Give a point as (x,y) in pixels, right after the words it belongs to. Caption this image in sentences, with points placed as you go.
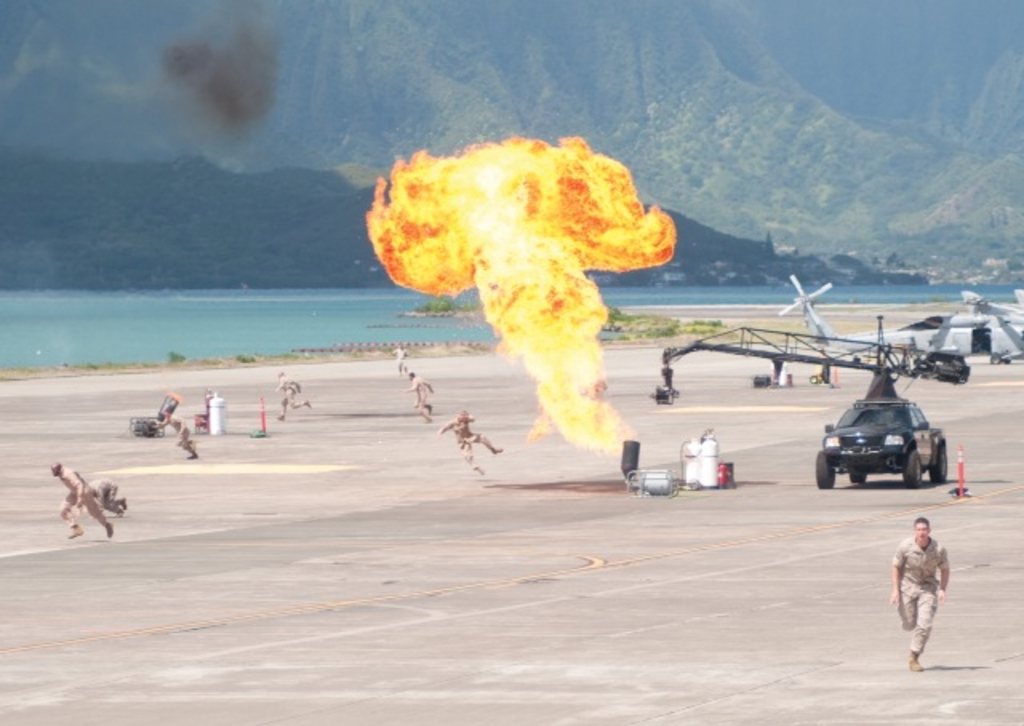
In this picture there is a car (837,442) and an aircraft (907,343) on the right side of the image (861,435) and there is fire (650,230) in the center of the image (435,259), there are people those who are running around the image and there is water (33,354) and trees (947,178) in the background area of the image (840,265).
